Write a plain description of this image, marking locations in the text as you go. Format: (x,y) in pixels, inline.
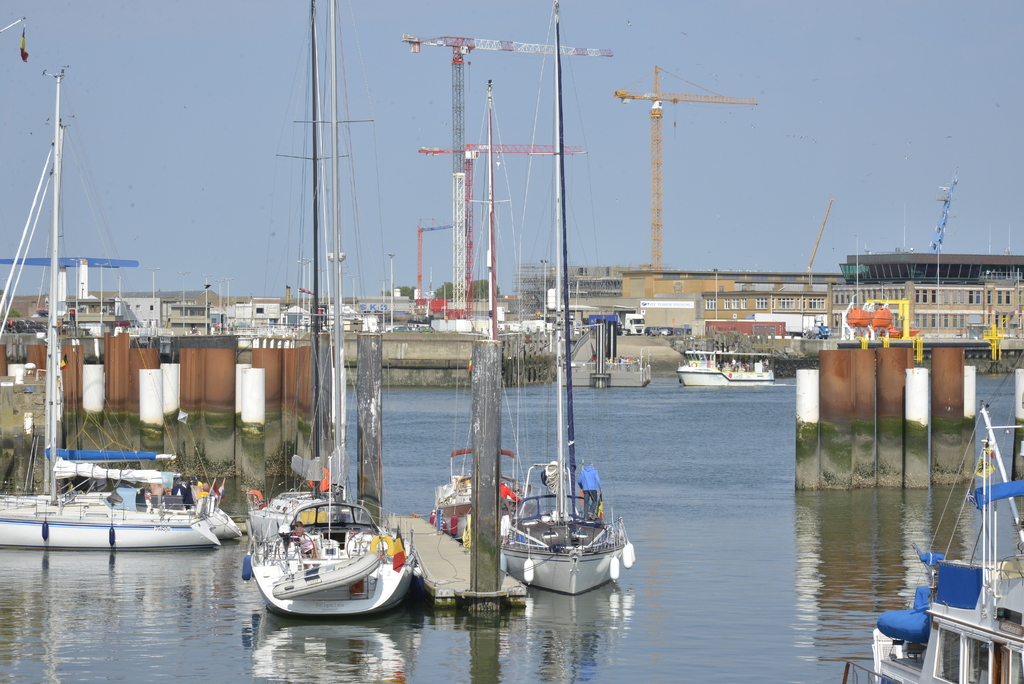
In this picture I can see a number of boats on the water (638,550). I can see tower cranes (456,185). I can see the buildings (777,289) in the background (708,289). I can see a clear sky (446,177).
